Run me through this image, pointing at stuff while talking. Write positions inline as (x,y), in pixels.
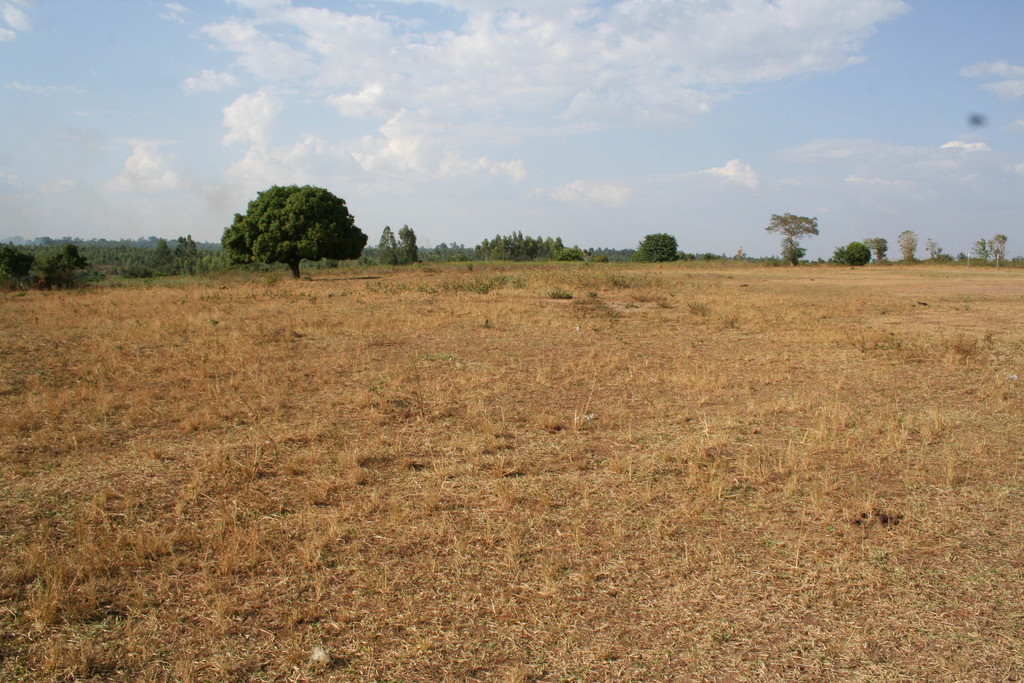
In this image we can see dry grass (540,456) on the ground (540,435), there are some trees (310,252) and in the background (490,123) we can see the sky (491,118) with clouds (473,118).
